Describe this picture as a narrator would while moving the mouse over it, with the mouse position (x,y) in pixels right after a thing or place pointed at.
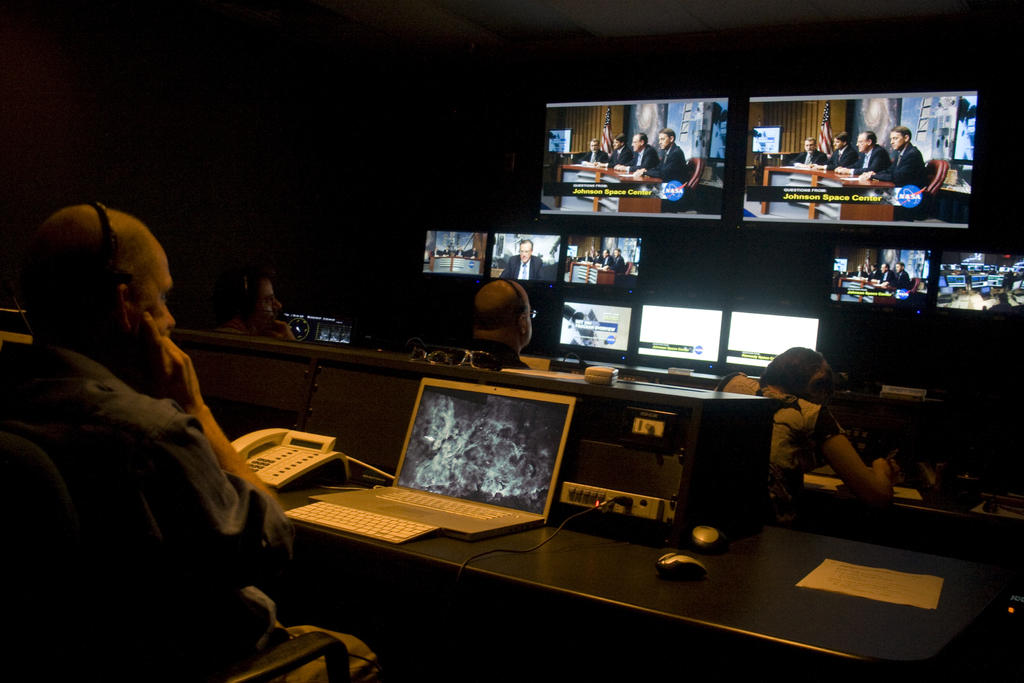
In this image there are people (144,433), chairs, tables (640,574), screens (915,297), laptops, telephone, mouses (670,571), papers (870,580) and objects (763,488). In the background of the image (462,191) it is dark. People (164,549) are sitting on chairs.
